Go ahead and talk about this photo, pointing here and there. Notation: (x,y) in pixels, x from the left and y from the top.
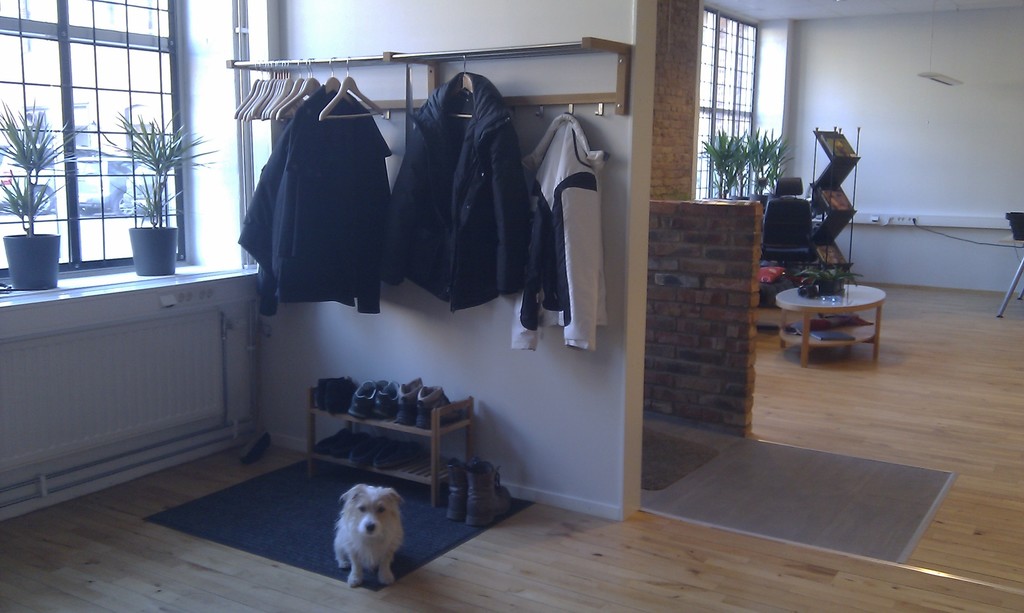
These are windows (106,246) and we can see house plants (143,243) near to it. This is a floor (548,547). On the floor (627,543) we can see a puppy (379,507), shoe rack (437,466). Jackets (433,166) are hanged to hook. This is a wall (732,313) with bricks (741,340). Here we can see a table (869,290) and a board (824,224). This is a chair (781,236).
